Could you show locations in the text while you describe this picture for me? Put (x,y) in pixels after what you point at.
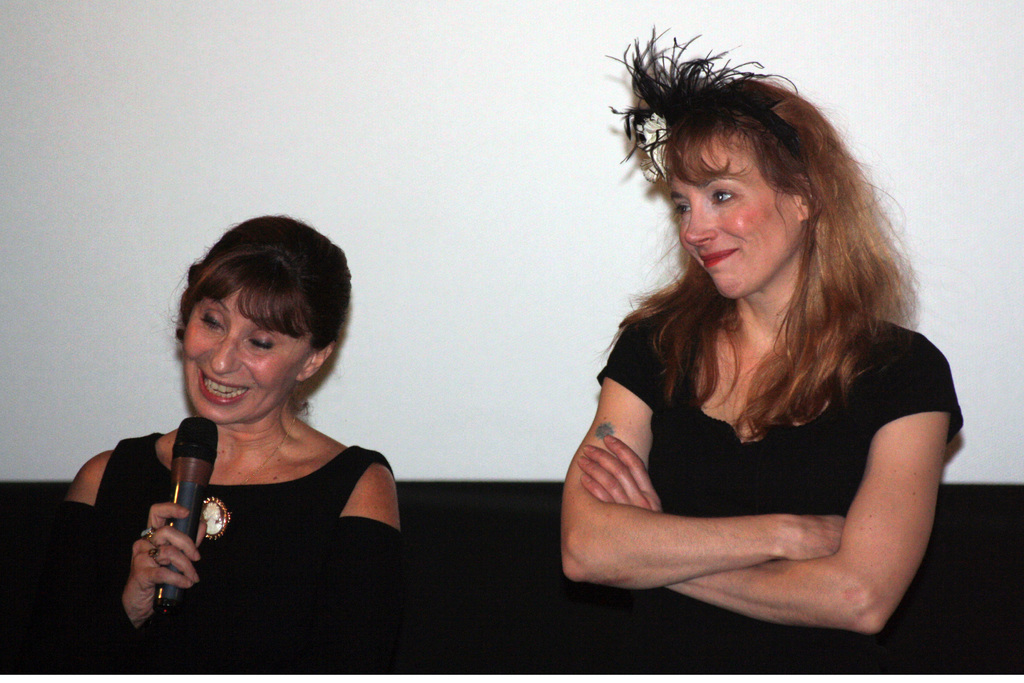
Here a woman (682,484) is standing and smiling and also another woman (297,547) is standing and speaking in a microphone (206,451) along with the smiling face (217,423). These two women (231,417) wear a black color dress (117,641).
